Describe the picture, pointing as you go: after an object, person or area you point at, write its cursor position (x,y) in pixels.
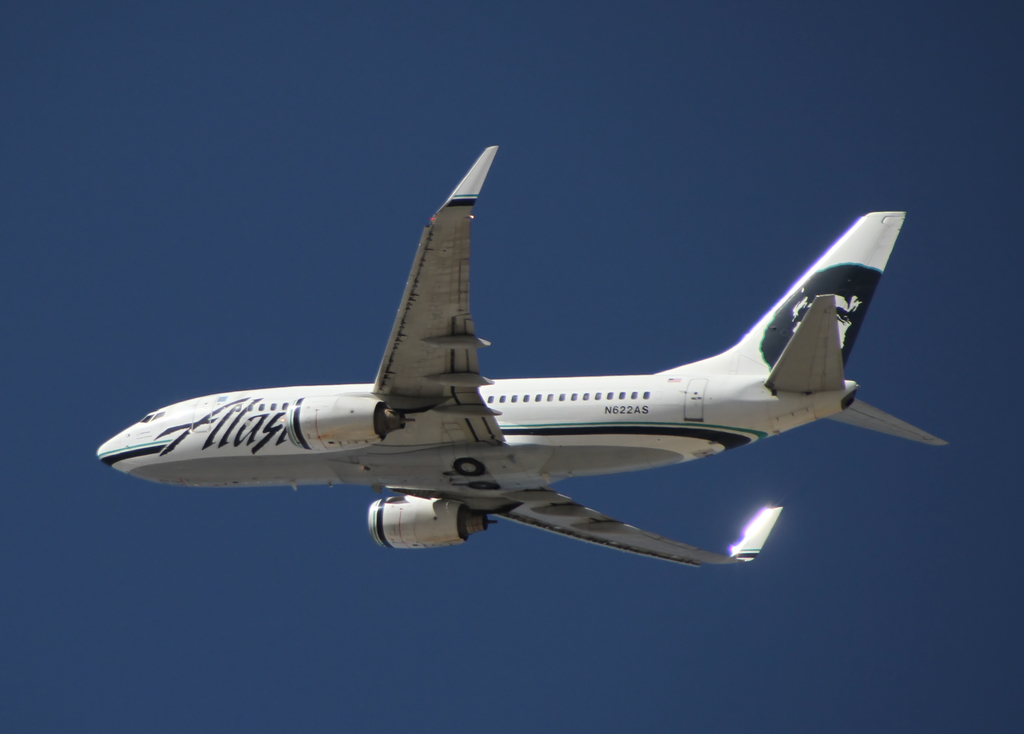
A white aeroplane (835,293) is flying in the sky (267,361) towards the left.
